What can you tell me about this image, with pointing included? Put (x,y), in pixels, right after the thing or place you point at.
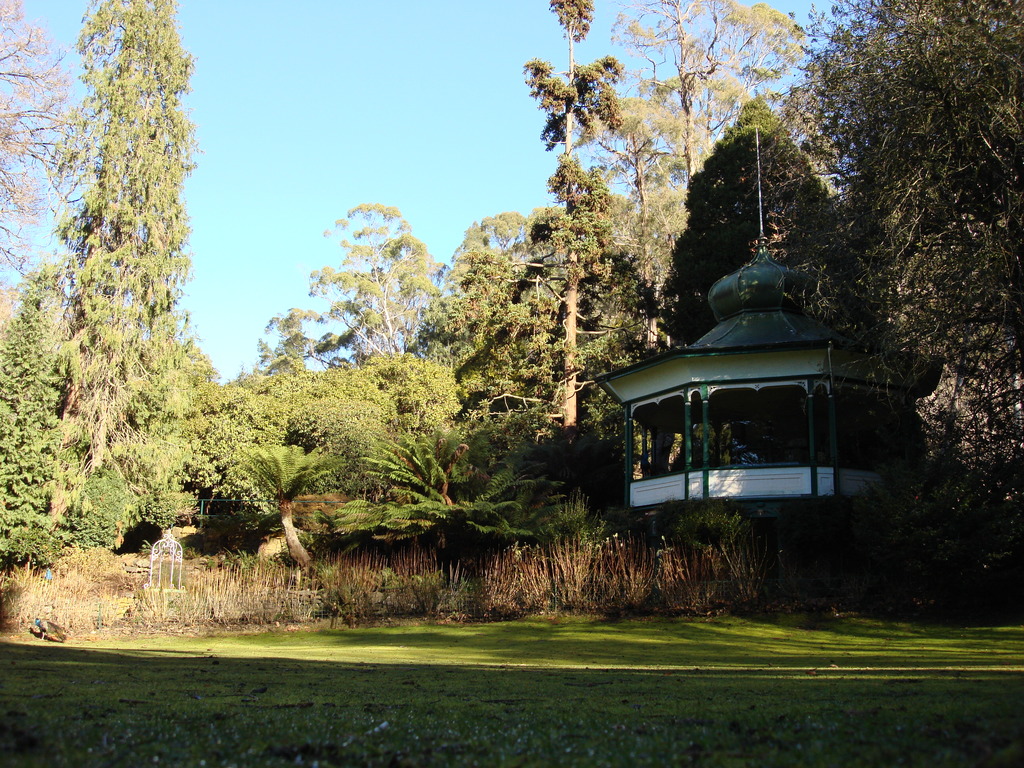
This image is taken outdoors. At the bottom of the image (285,699) there is a ground (423,670) with grass (633,646) and plants (205,605) on it. In the background (46,420) there are many trees (458,353). At the top of the image (358,131) there is a sky (355,148). On the right side of the image (707,339) there is a gazebo (815,407).
